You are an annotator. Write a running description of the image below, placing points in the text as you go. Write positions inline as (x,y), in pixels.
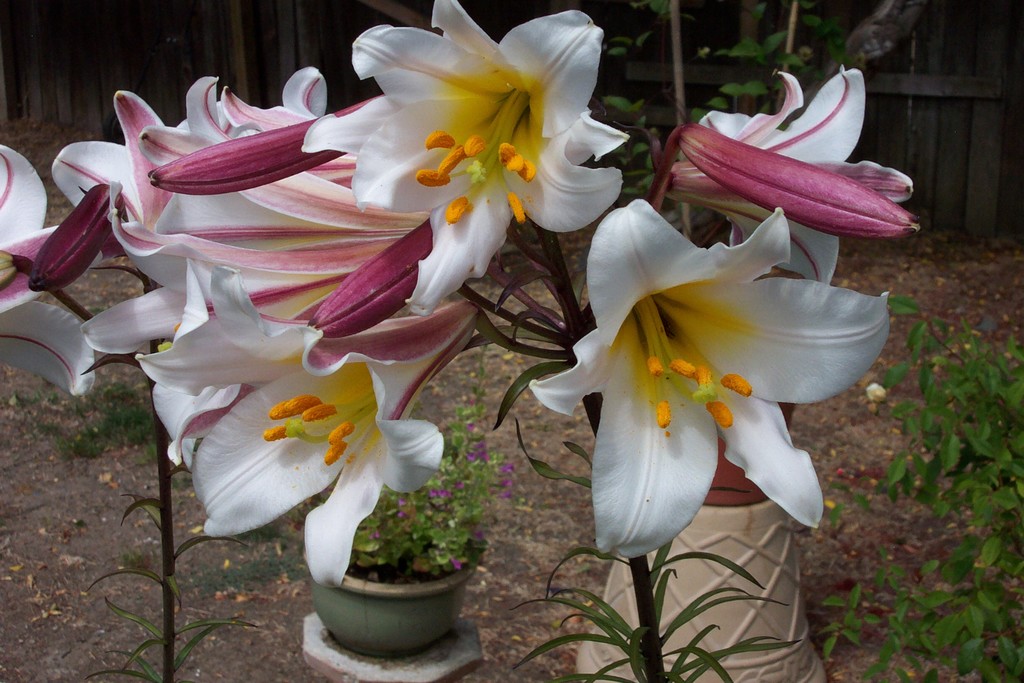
In this image, we can see so many flowers (799,163) with stems (648,606) and leaves (724,559). Background (392,612) we can see pots (421,590), plants (375,564), grass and wall (932,180).
